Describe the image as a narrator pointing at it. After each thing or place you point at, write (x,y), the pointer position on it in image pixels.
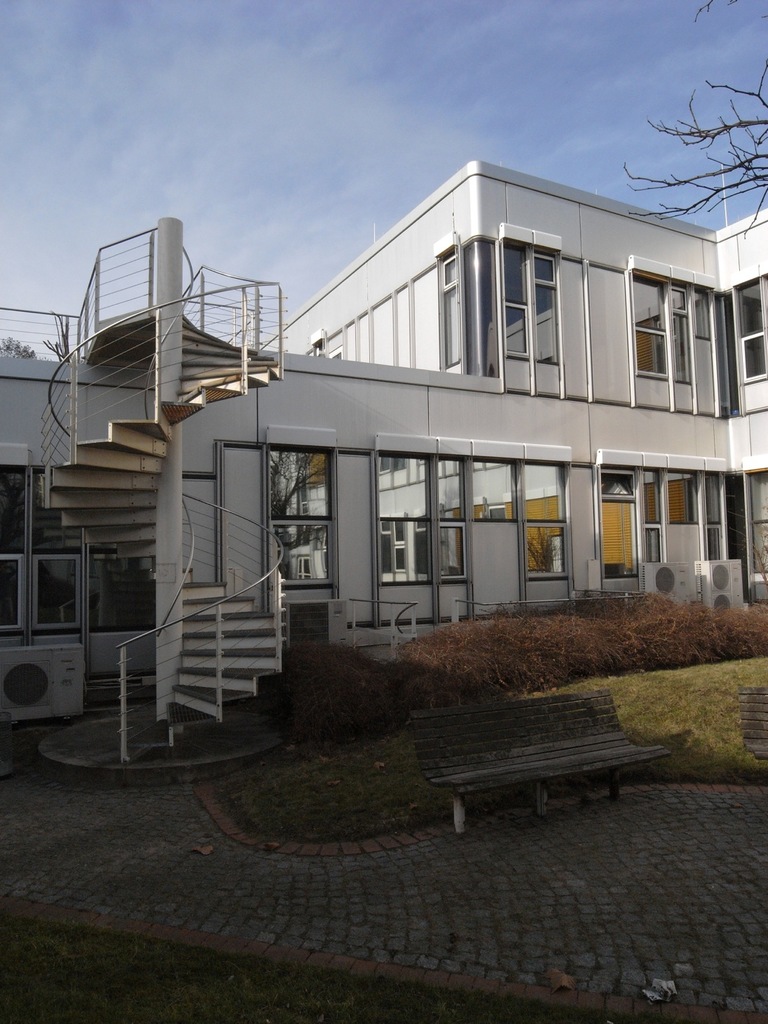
This image is taken outdoors. At the top of the image (100,147) there is the sky (188,137) with clouds (64,186). At the bottom of the image (189,990) there is a ground (176,990) with grass (113,964) on it and there is a floor (400,895). In the middle of the image (371,360) there is a building (473,408) with walls (486,399), windows (619,514), a door (619,522), a roof (380,245), railings (84,340) and stairs (111,504). There are four air conditioners (47,681). There are a few plants (415,664) and there is an empty bench (581,740). At the top right of the image (723,129) there is a tree (710,143).
